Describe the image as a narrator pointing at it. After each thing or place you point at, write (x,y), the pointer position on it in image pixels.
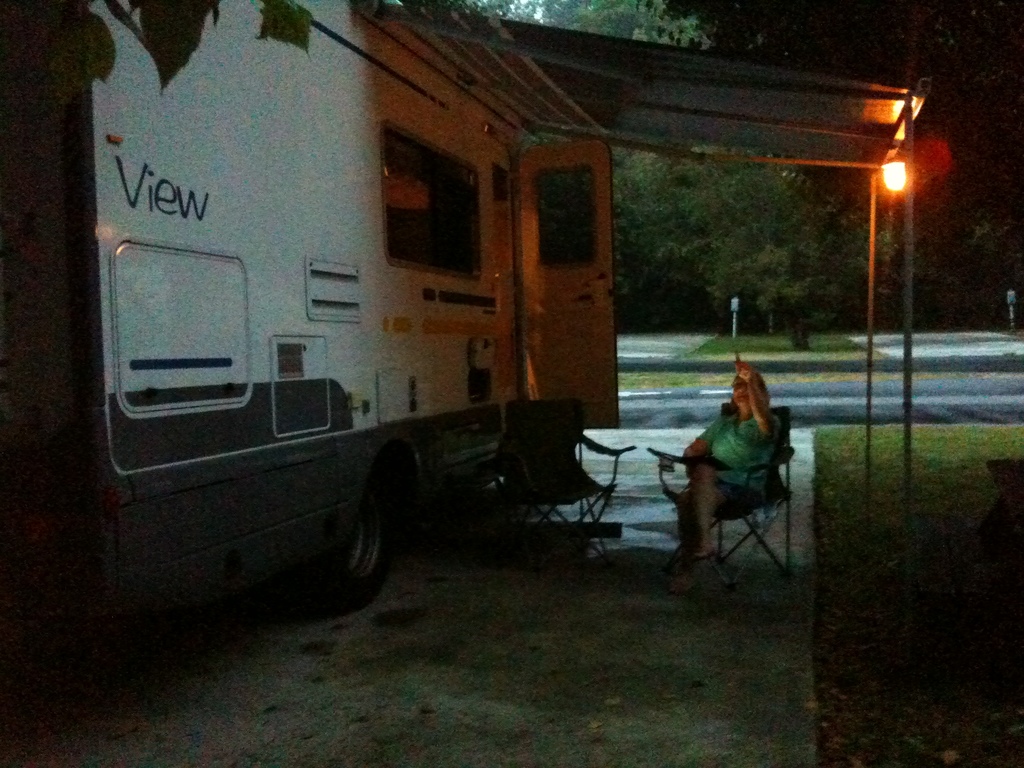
In this picture we can see a truck (94,492) and a lady (687,542) sitting on the chairs (548,482) in front of the truck (418,388) and there are some trees (739,52), some grass (896,464) and a lamp (894,175).
